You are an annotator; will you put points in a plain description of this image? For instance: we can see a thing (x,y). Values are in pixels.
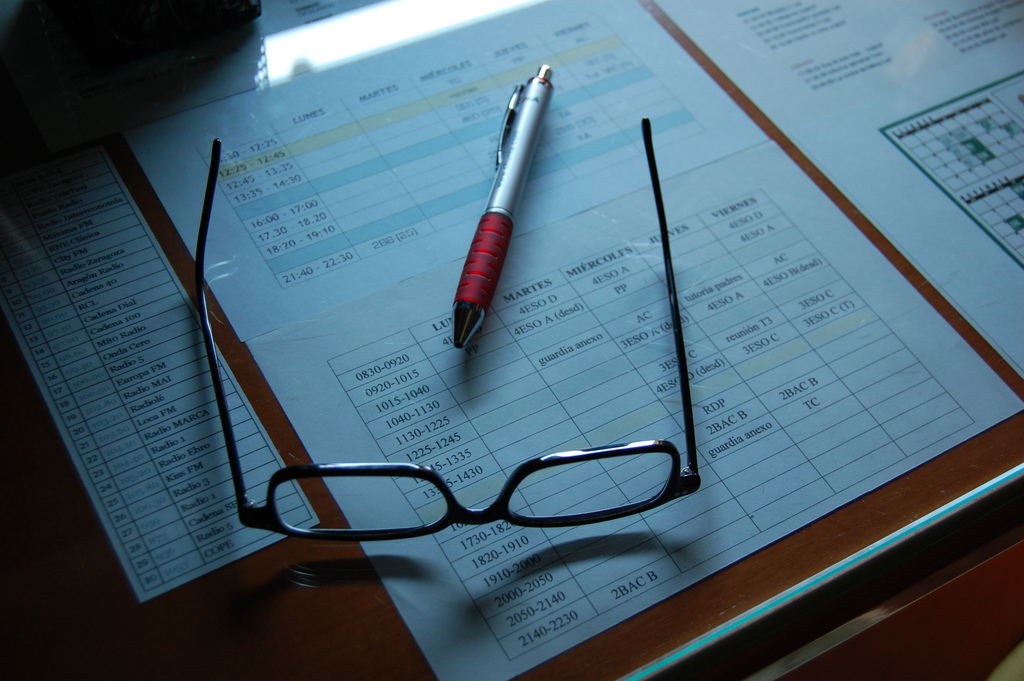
In this image there is a wooden object (933,487) that looks like a table (299,605), there are papers (544,257) on the table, there is text (830,82) on the papers (626,183), there is an object (193,46) towards the top of the image (96,5), there is a pen (498,207) on the paper (487,161), there is a spectacle (316,484) on the paper (511,401), there is a floor (960,635) towards the bottom of the image (944,625).
